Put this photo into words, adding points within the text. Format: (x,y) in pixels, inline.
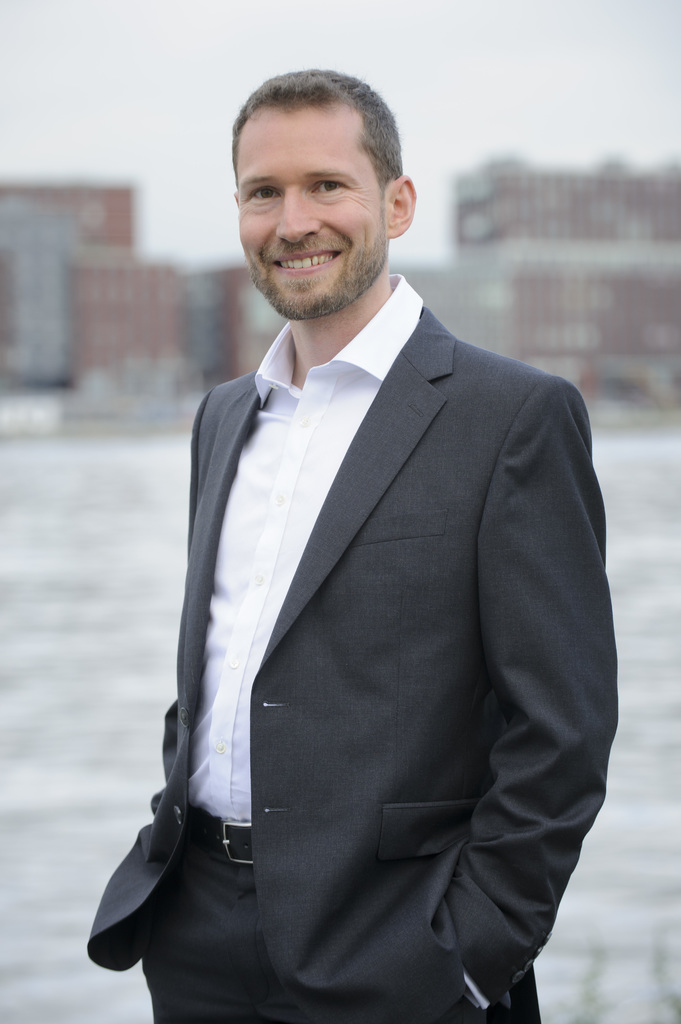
In the image there is man (297,441) in black suit (421,574) and white shirt (323,401) standing and behind him it seems to be a building (452,309) and above its sky (297,45).
